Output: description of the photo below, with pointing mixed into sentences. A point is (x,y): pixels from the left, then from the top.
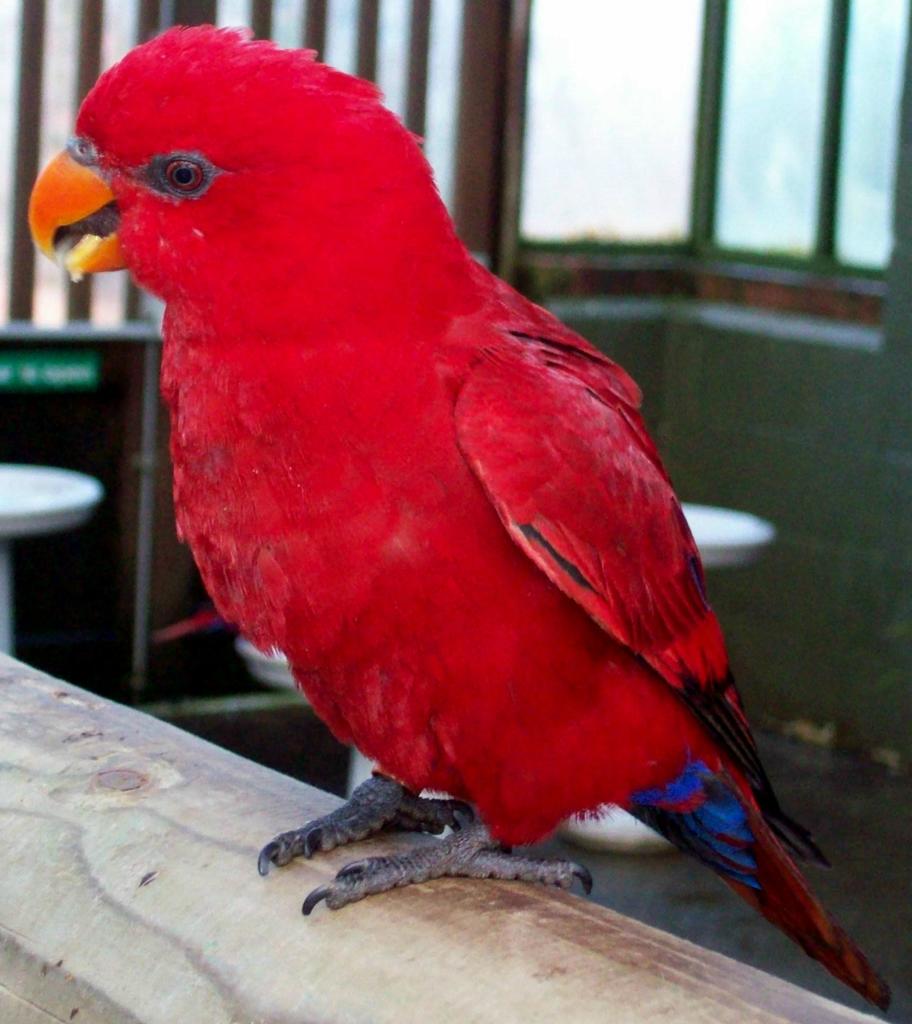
In the image there is a red color bird (318,551) standing on a wooden surface (500,937) and the background of the bird (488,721) is green.
